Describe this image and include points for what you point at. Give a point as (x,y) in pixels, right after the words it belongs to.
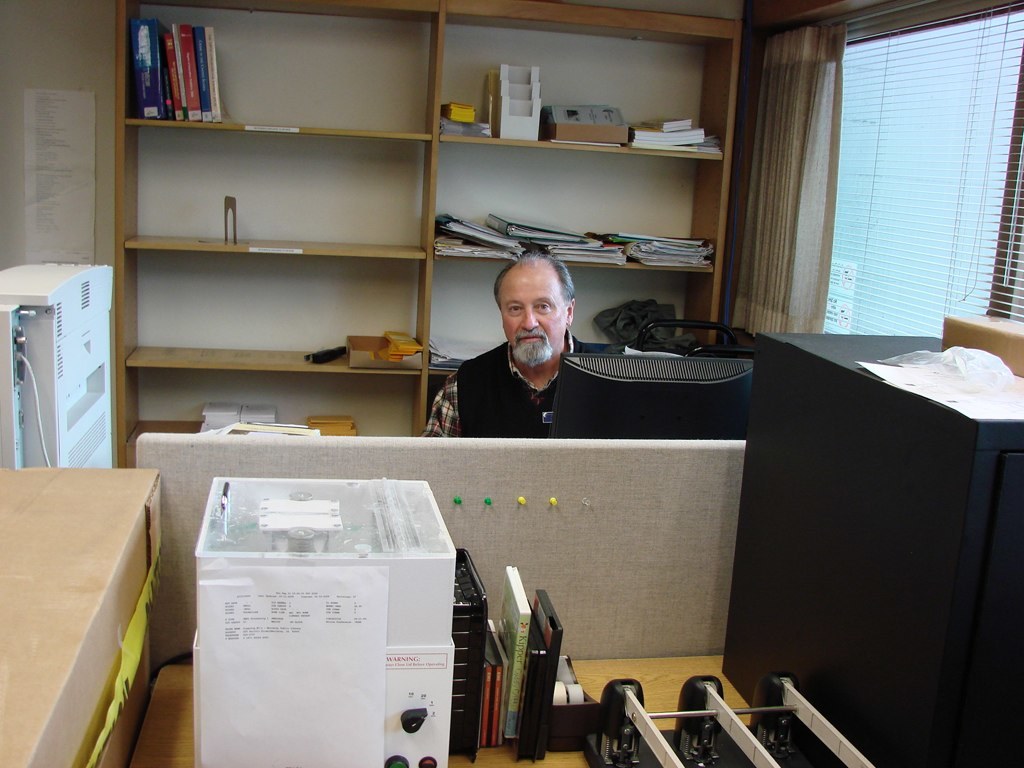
In this image, There is person (544,297) sitting in front of the monitor (659,381). There is a rack (503,192) behind person (460,380). This rack (488,195) contains books (198,114) and box (387,346). There is a some equipment (415,668) at bottom of this image (398,710). There is a window (844,202) in the top right of the image (880,190).
